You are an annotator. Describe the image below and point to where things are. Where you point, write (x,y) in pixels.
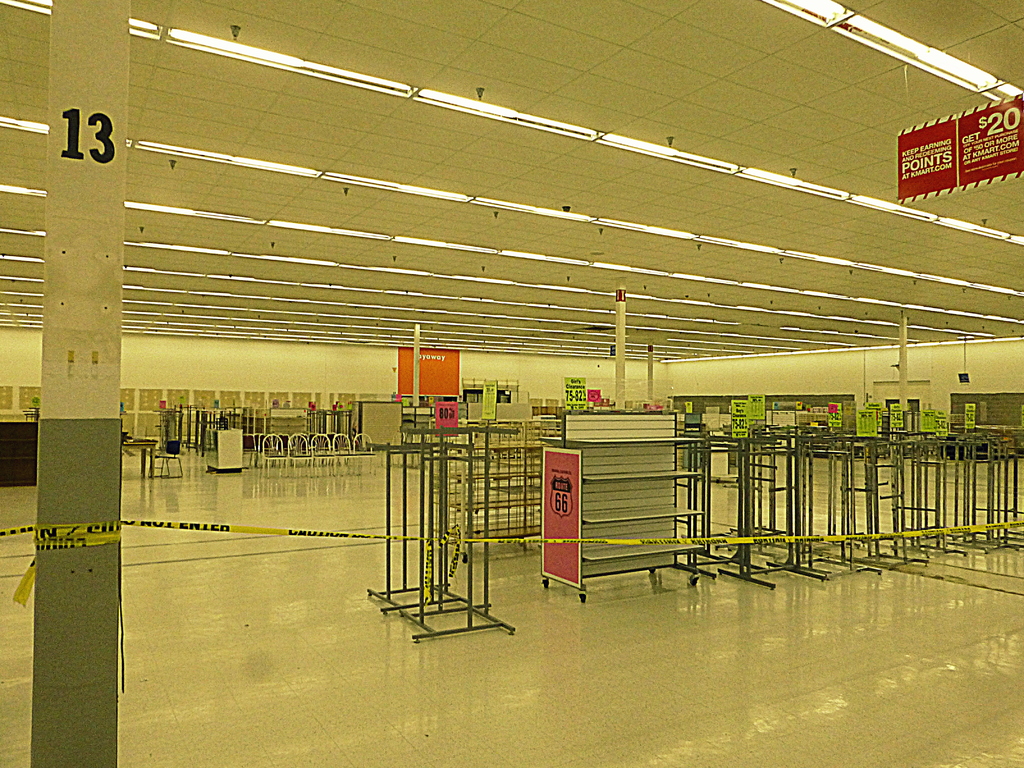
In a hall (39,336) there are poles (624,296) and other objects (587,508).
